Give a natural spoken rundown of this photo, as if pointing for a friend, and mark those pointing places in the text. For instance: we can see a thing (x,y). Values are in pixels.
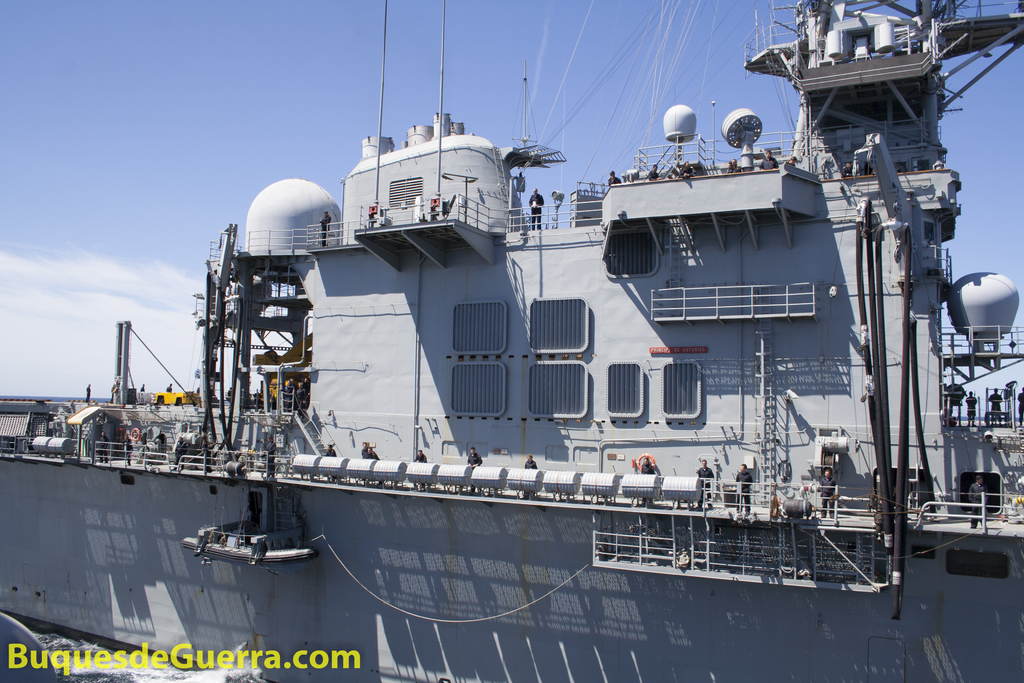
This image consists of a big ship (403,518) in grey color. There are many people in the ship (552,392). All are wearing black dress (972,510). At the top (152,197), there are clouds (36,321) in the sky (142,239).
